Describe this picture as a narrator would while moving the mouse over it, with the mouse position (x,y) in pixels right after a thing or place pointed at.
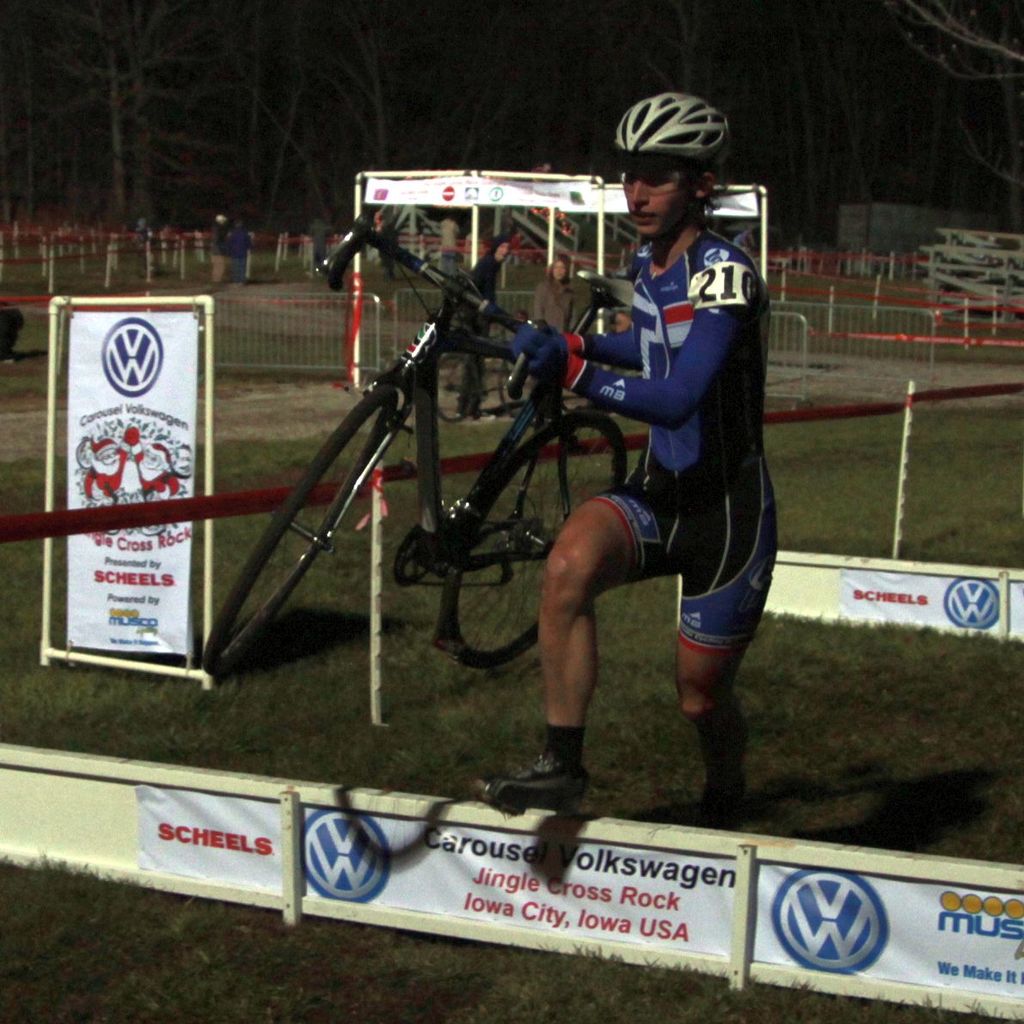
In this image there is a man (571,633) who is crossing the metal fence (475,868) by holding the cycle (356,492). In the background (403,477) there is a fence (264,326) around the ground (260,297). At the top (385,100) there are trees (610,72). The man (669,148) is wearing the helmets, spectacles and a badge (728,268). On the left side (125,422) there is a banner (94,410).
